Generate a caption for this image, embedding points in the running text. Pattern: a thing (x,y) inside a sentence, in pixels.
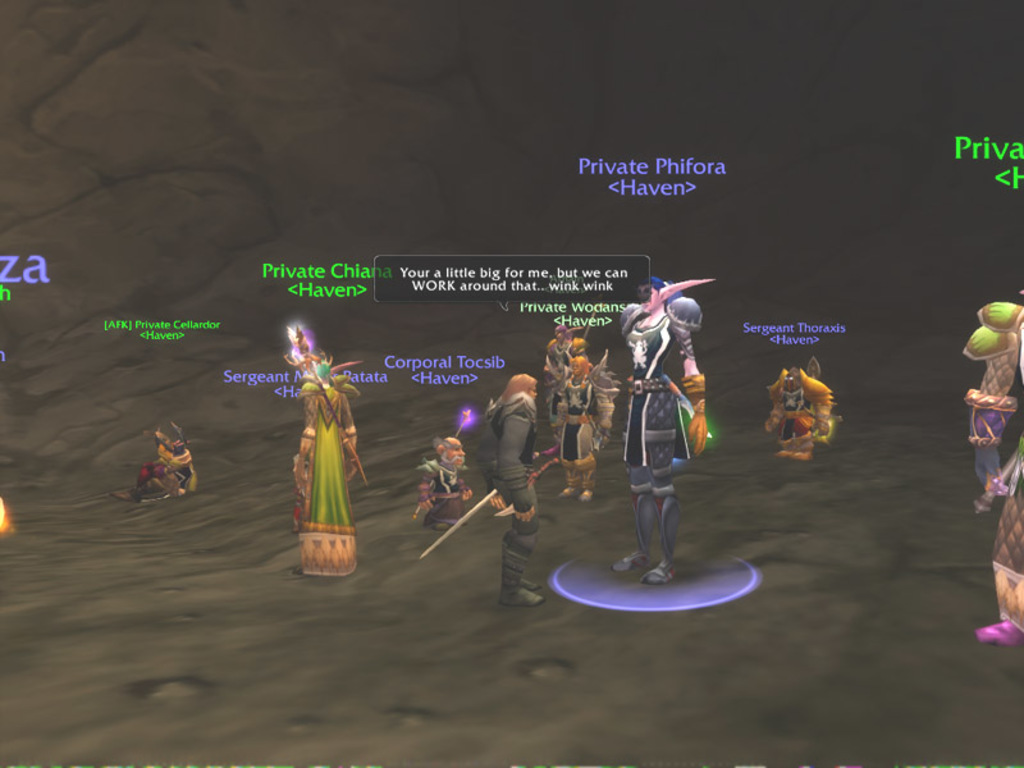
In this image I can see the animated picture and I can see few persons (516,530) standing and holding few objects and I can see something written on the image.
